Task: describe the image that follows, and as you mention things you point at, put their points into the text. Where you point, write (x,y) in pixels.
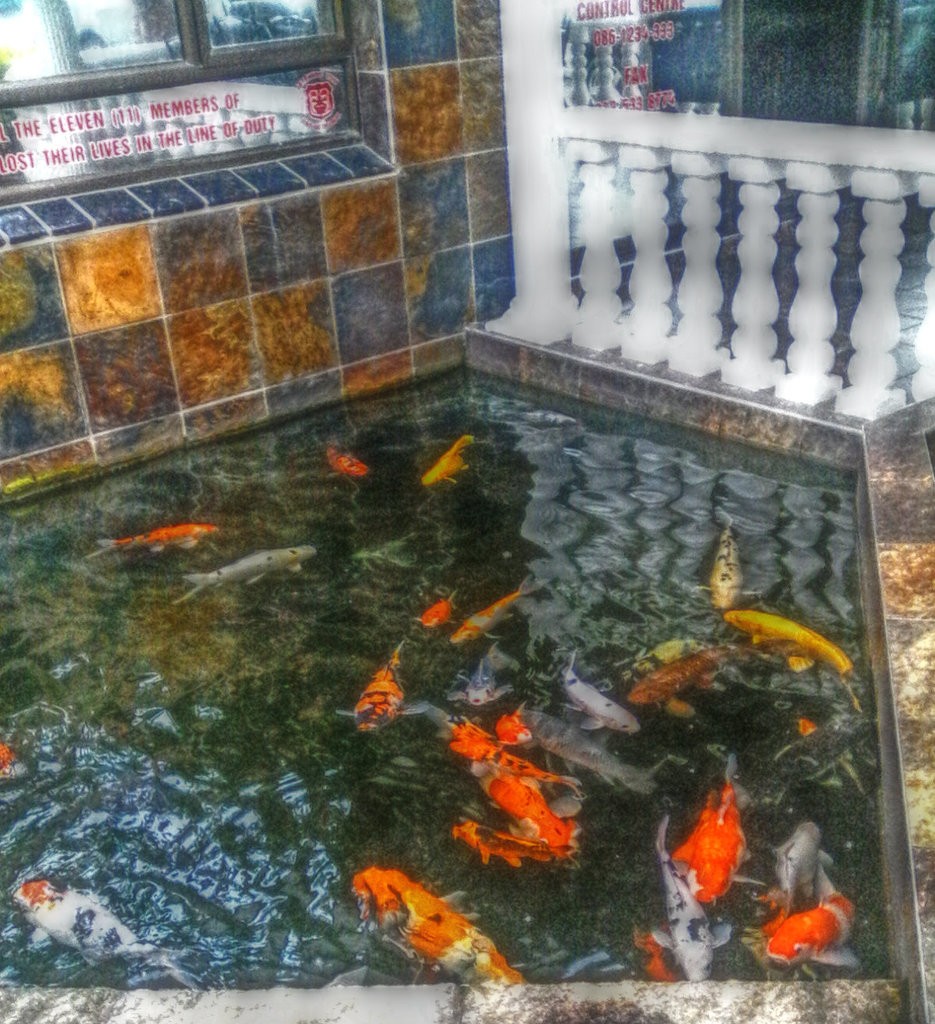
In this image, we can see fishes (498,670) in the water (472,577) and in the background (618,198), there is a railing (594,212) and we can see some text (124,124) on the window (157,77) and there is a wall (441,139).
